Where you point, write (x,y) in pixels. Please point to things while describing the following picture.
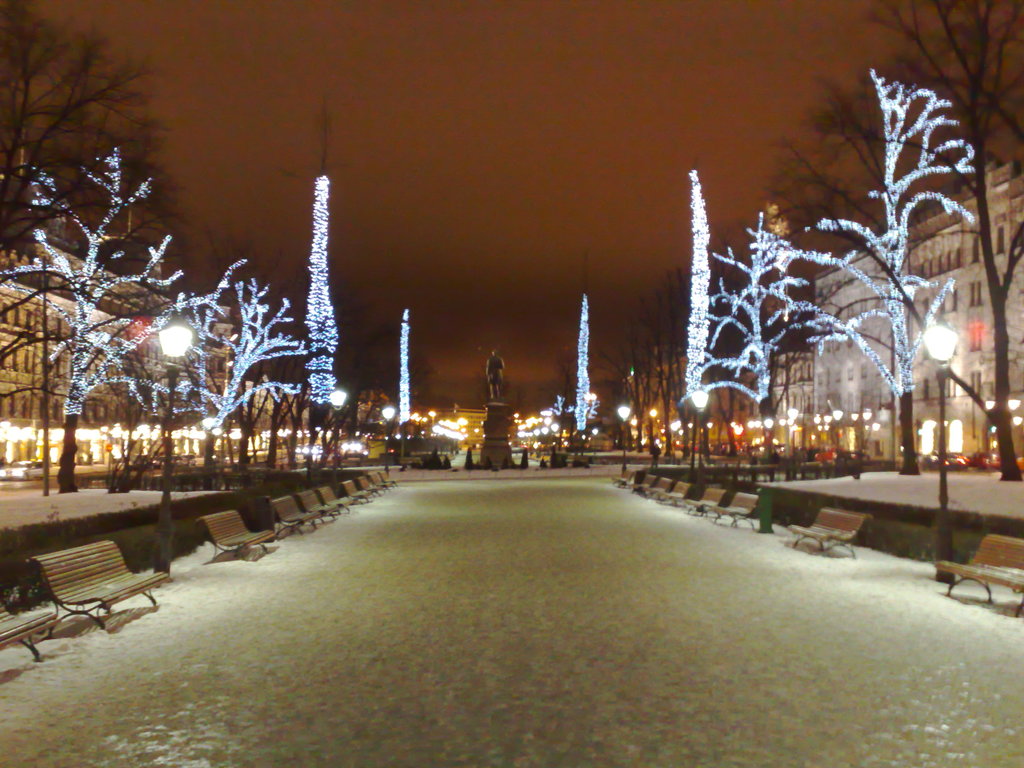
In this picture, we can see the ground (430,585), and some objects (203,522) on the ground (391,634) like benches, pole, lights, trees (903,403) with lights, buildings (871,324), statue (485,412), and the sky (516,149).
